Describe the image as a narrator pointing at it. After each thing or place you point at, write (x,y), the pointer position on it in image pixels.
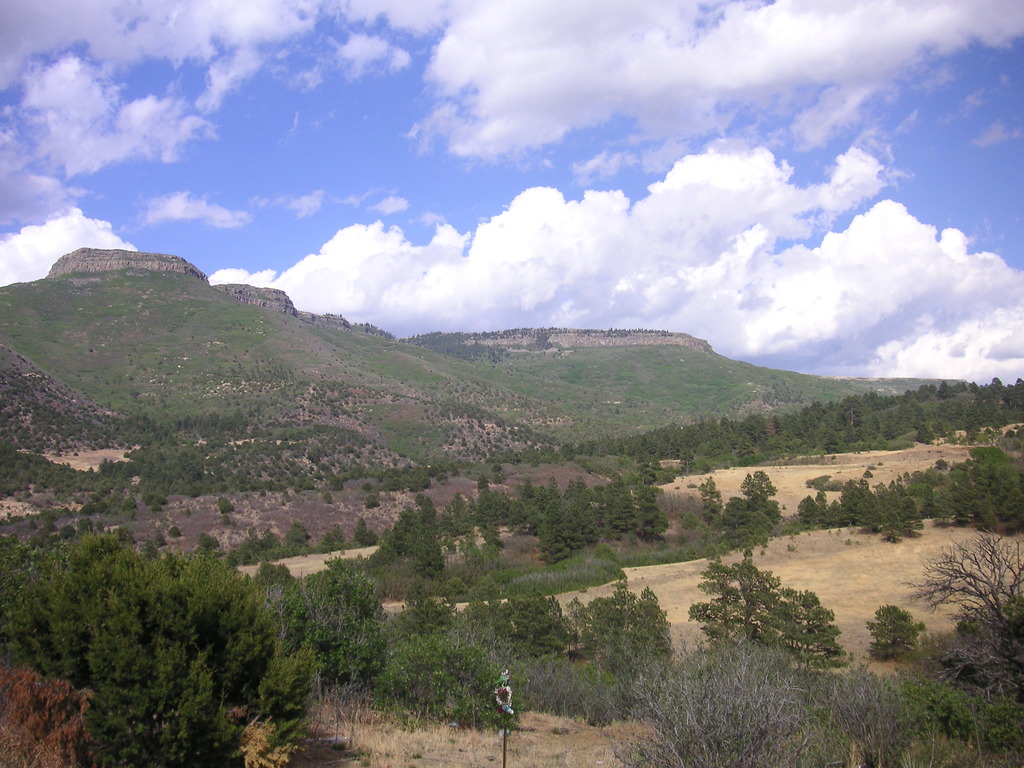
Here in this picture we can see trees (311,586) and plants (505,649) present on the ground (316,569) all over there and we can also see mountains (111,386) covered with grass (120,336) and plants (163,372) and we can see the sky (232,186) is partly covered with clouds (355,6) over there.
